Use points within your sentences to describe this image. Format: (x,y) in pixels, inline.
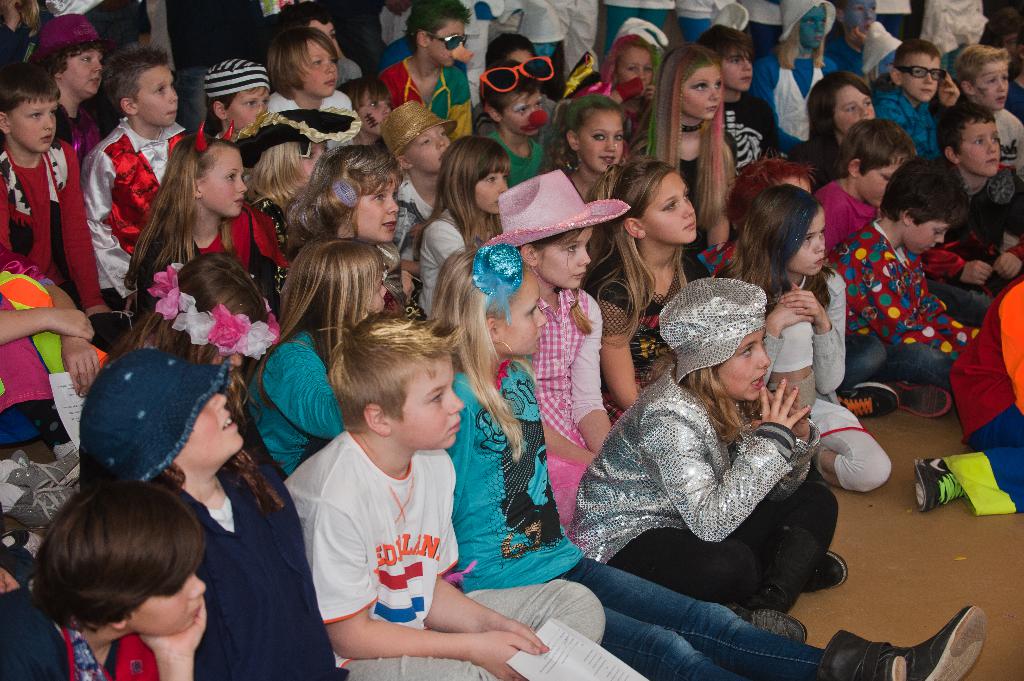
In this image there are persons (445,220) sitting and standing.
